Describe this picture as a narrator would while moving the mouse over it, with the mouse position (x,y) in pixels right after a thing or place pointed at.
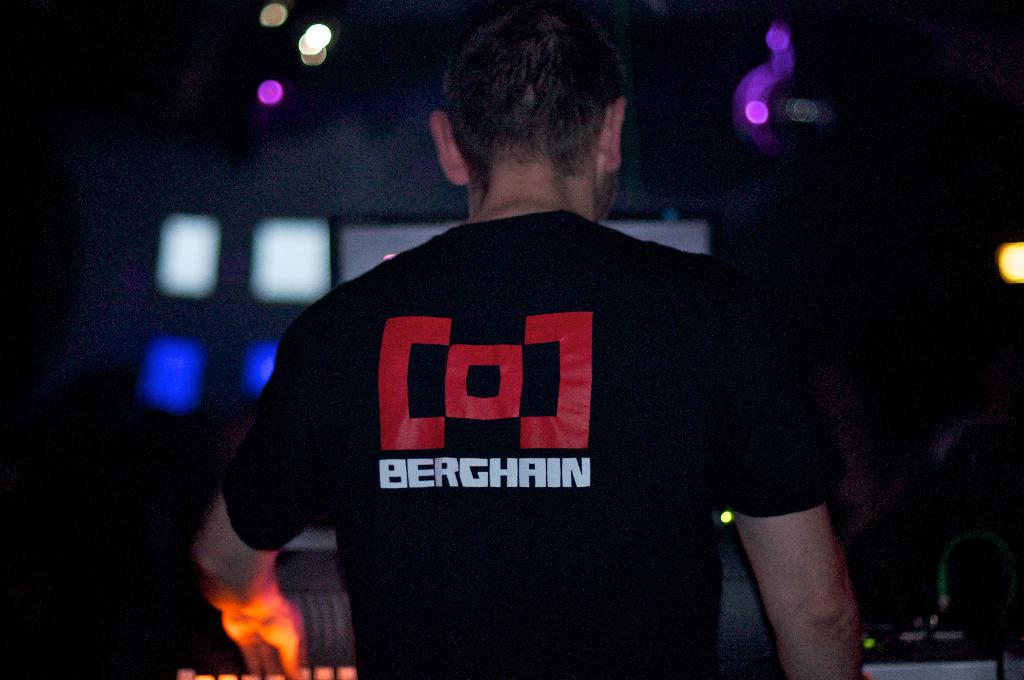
In this picture we can see a man (322,356) and in the background (190,258) we can see lights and it is dark.
